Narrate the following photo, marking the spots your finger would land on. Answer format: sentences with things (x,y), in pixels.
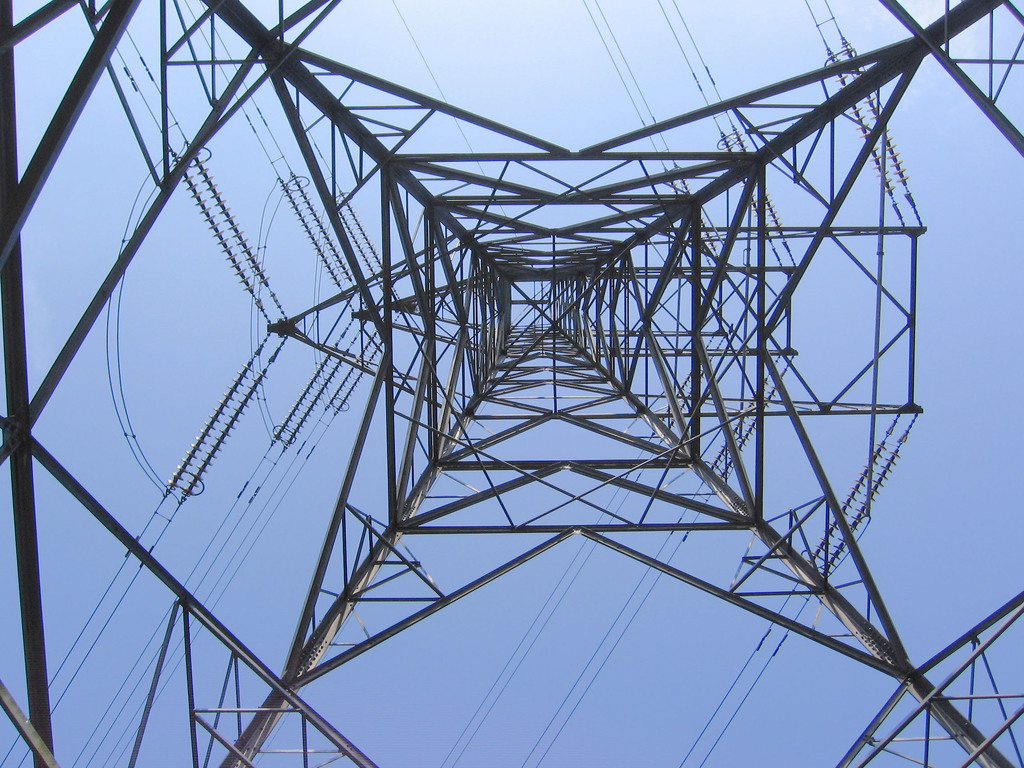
In this picture we can see a tower (732,444) and the sky (196,403) in the background (685,586).
